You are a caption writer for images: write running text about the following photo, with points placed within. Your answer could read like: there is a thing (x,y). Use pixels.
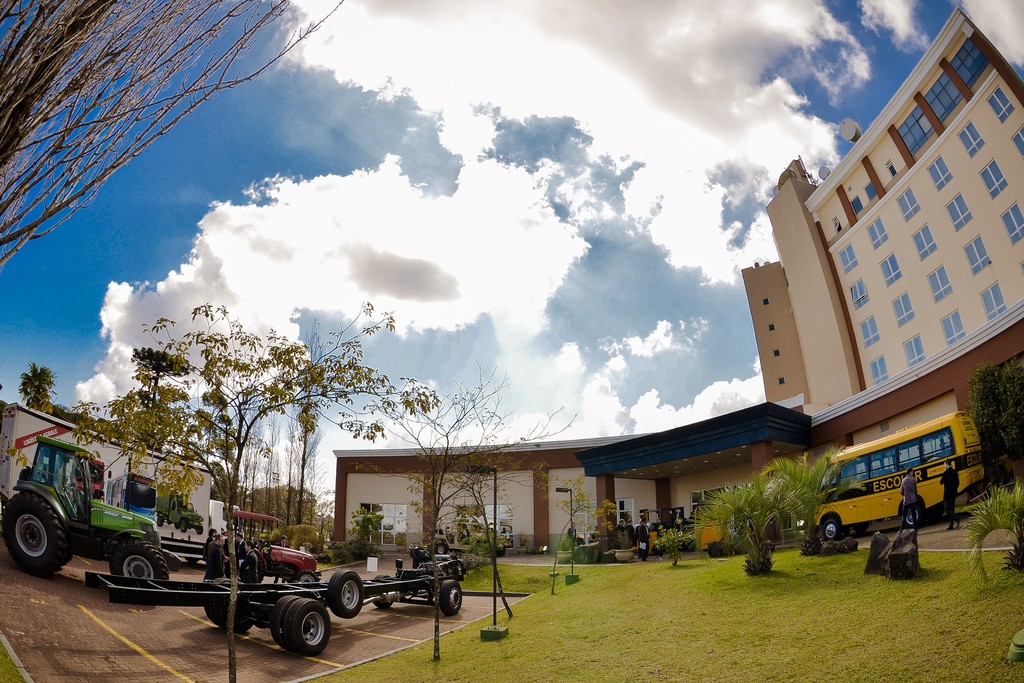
This image consists of a building (843,409) along with windows (973,255). At the bottom (686,641), there is green grass (599,658) along with plants (736,509). To the left (137,525), there are vehicles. At the top (258,195), there are clouds (258,195) in the sky (170,255).
